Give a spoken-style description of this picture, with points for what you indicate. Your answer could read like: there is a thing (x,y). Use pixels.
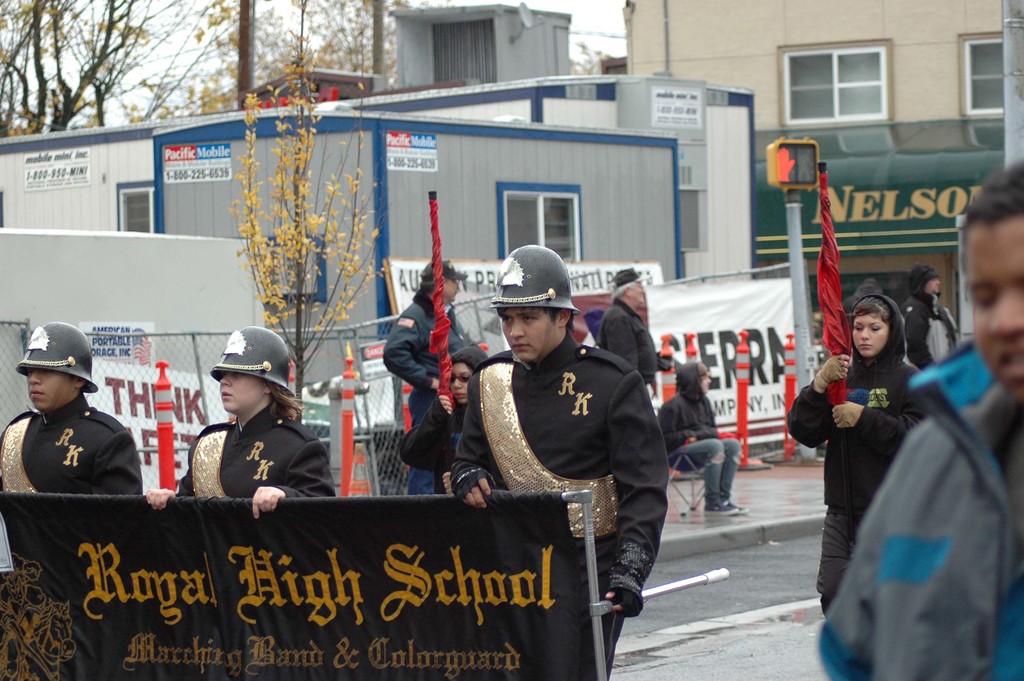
This picture is clicked outside the city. At the bottom of the picture (595,474), we see three people (583,518) in uniform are holding a banner (415,591) in black color with some text (400,603) written on it. Behind them, the girl (814,409) in black jacket (794,415) is holding a red color flag (838,294) in his hand (827,374). Beside her, the boy (707,425) in black jacket (707,425) is sitting on the chair (686,463). Behind him, we see a white banner (680,317) with some text (755,347) written on it. We even see traffic stoppers (746,354) and a fence (704,279). There are trees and buildings (551,69) in the background (283,148).
